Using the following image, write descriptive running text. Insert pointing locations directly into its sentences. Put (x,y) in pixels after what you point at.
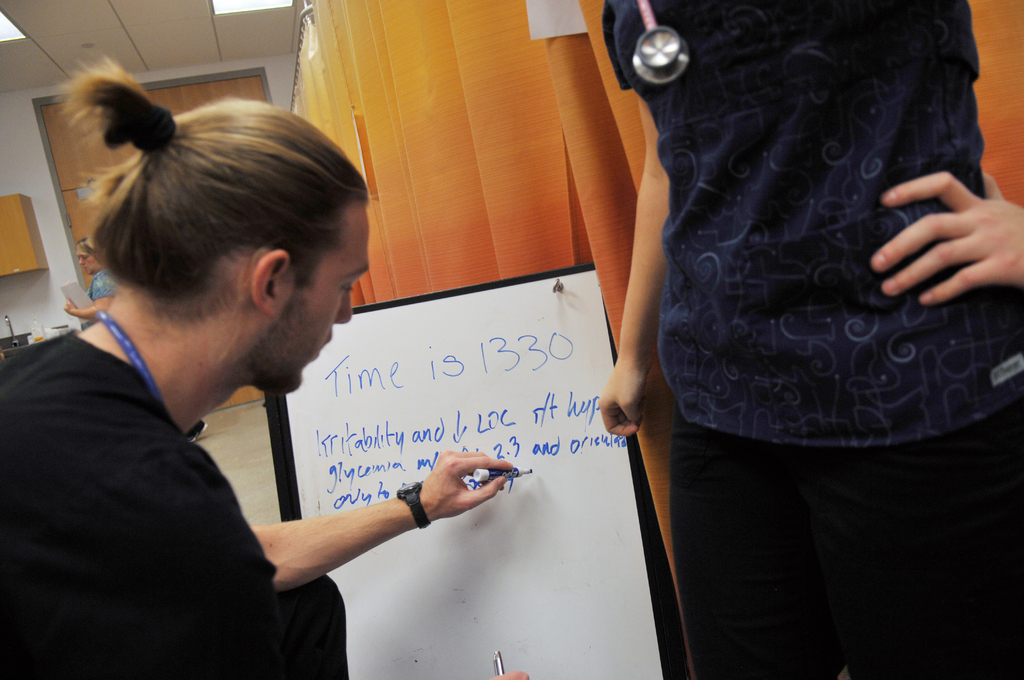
In this image there is one person (222,532) on the left side of this image (220,521) is holding a pen (481,479). There is one person (762,330) standing on the right side of this image (856,316). There is a board (529,514) in the bottom of this image (539,579). There are some curtains (442,125) in the background (430,117). There is a wall (45,180) on the top left side of this image (43,190).
